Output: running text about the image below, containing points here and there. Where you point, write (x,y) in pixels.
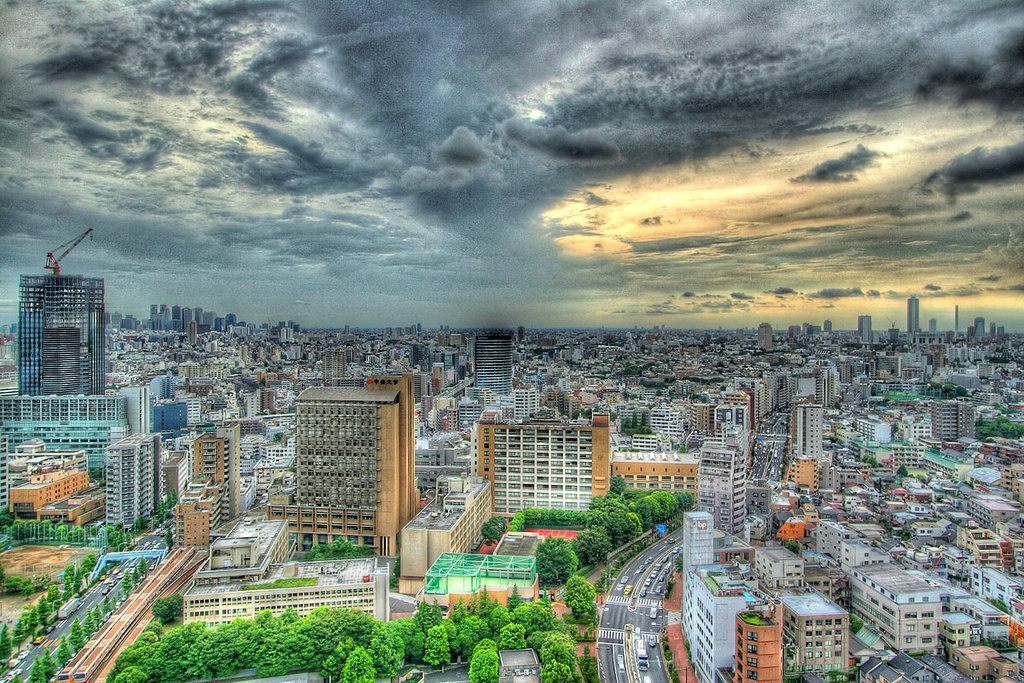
In this image, I can see the view of a city (641,679) with the buildings (227,490), trees (549,625) and vehicles (645,656) on the roads (639,585). I can see the clouds (535,160) in the sky (627,186). On the left side of the image (43,275), It looks like a tower crane (76,245), which is on the building (57,278).
